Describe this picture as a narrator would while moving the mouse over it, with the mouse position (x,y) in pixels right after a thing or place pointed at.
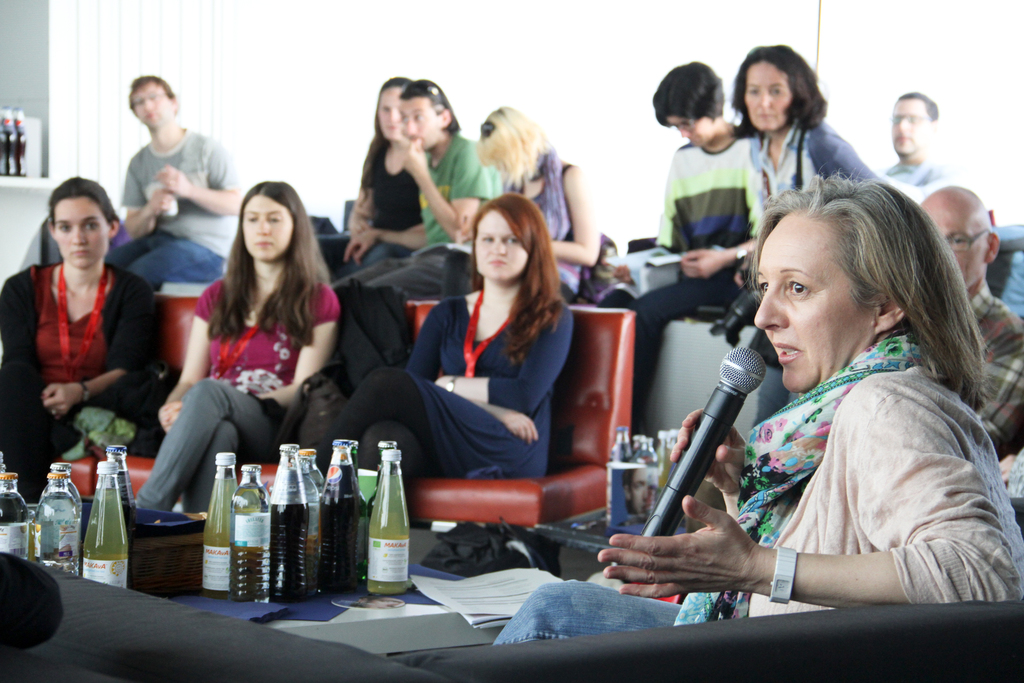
In the picture we can see some women (786,265) are sitting on the chairs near the table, on the table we can see a bottles of drinks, and some papers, cloth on it, in the background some boys (913,144) are sitting on a table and some girls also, and we can also see a white curtain (65,85) with wall (906,63).
